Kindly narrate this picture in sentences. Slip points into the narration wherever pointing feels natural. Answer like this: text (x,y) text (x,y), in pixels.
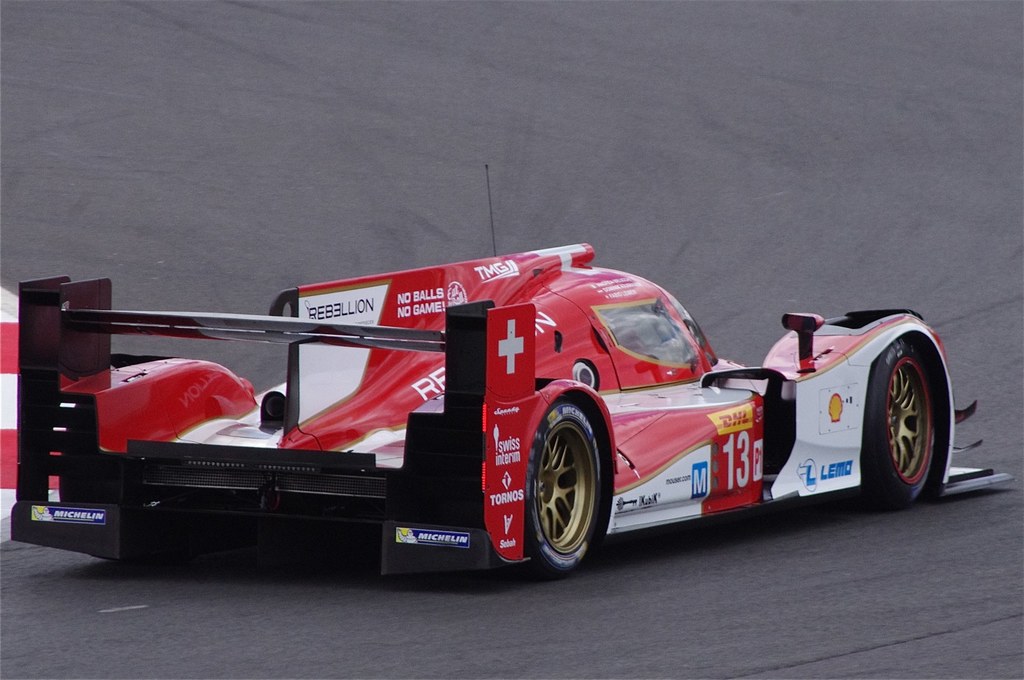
In this image we can see a vehicle (465,547) on the road (303,651).
